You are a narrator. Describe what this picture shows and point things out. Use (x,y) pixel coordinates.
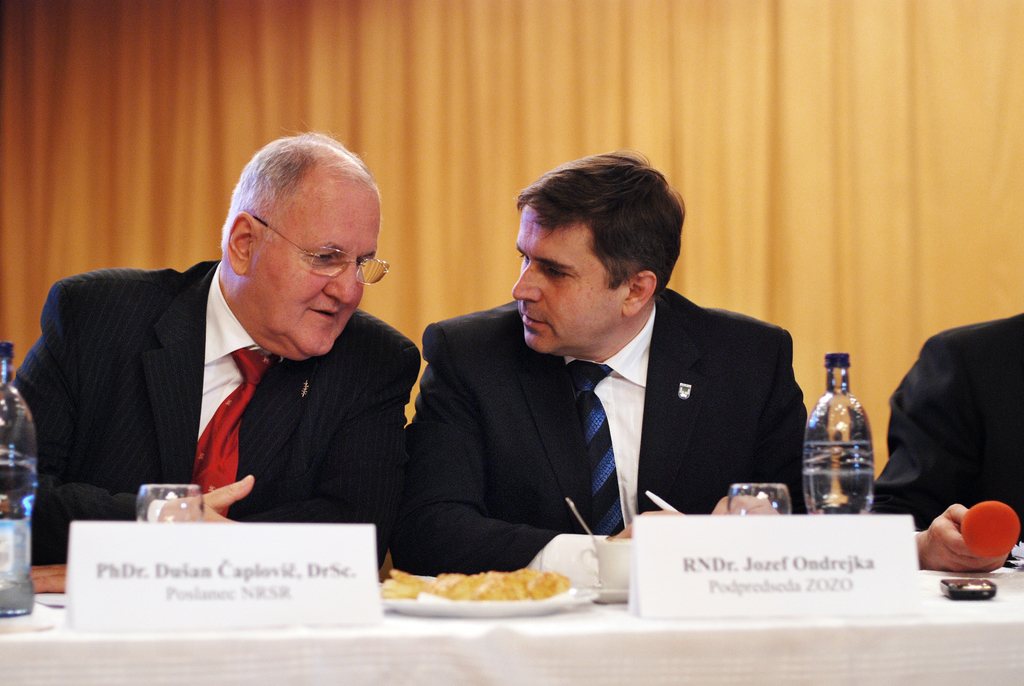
In the center of this picture (528,349) we can see the group of persons (488,361) wearing suits (727,400) and sitting. In the foreground (437,652) we can see a table (261,650) on the top of which water bottles (11,539), glasses (749,503), name plates (641,575) and some food items (542,586) and some other items (949,581) are placed. In the background (413,93) we can see the curtain (592,129).
